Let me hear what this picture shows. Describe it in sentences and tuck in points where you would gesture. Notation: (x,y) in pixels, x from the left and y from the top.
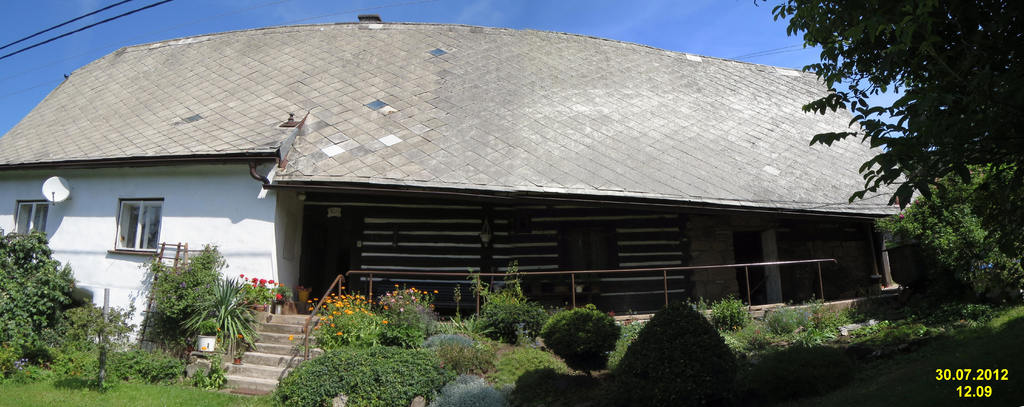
In this image I can see a buildings (332,229) and windows (141,231). We can see stairs (242,357) and a small plants (345,332) around. We can see a fencing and trees (932,37). The sky (756,37) is in blue color.
